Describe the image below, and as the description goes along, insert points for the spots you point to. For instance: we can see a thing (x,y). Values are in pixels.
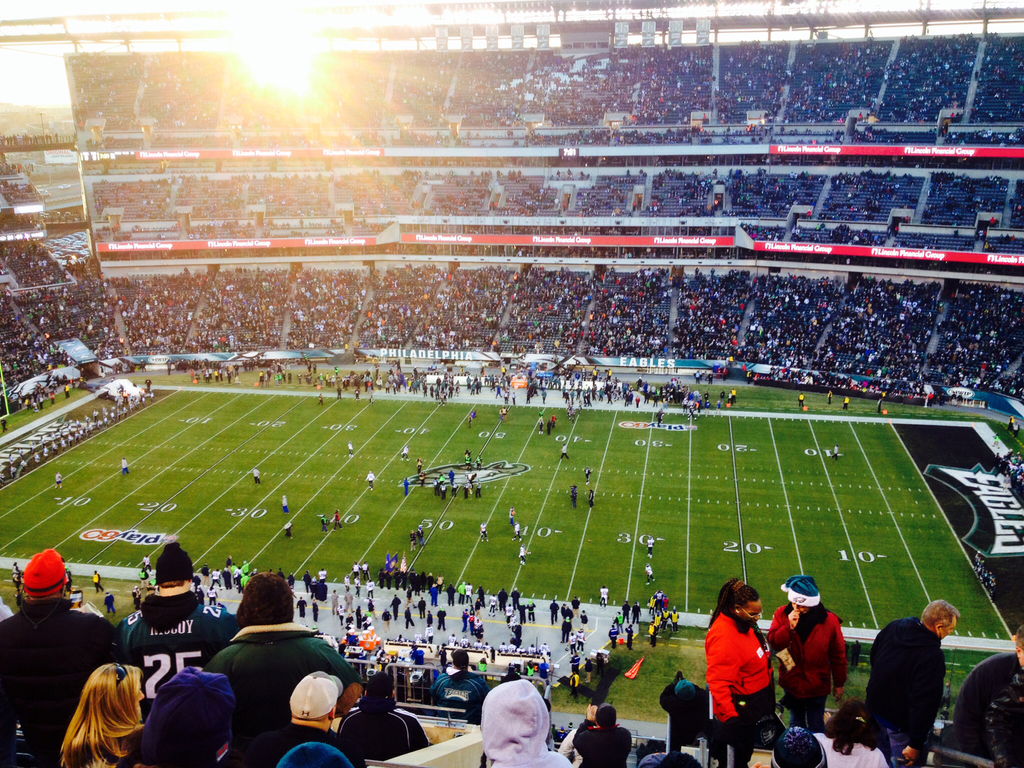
As we can see in the image there are many people (662,295), grass (886,455), stairs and light (317,81).
